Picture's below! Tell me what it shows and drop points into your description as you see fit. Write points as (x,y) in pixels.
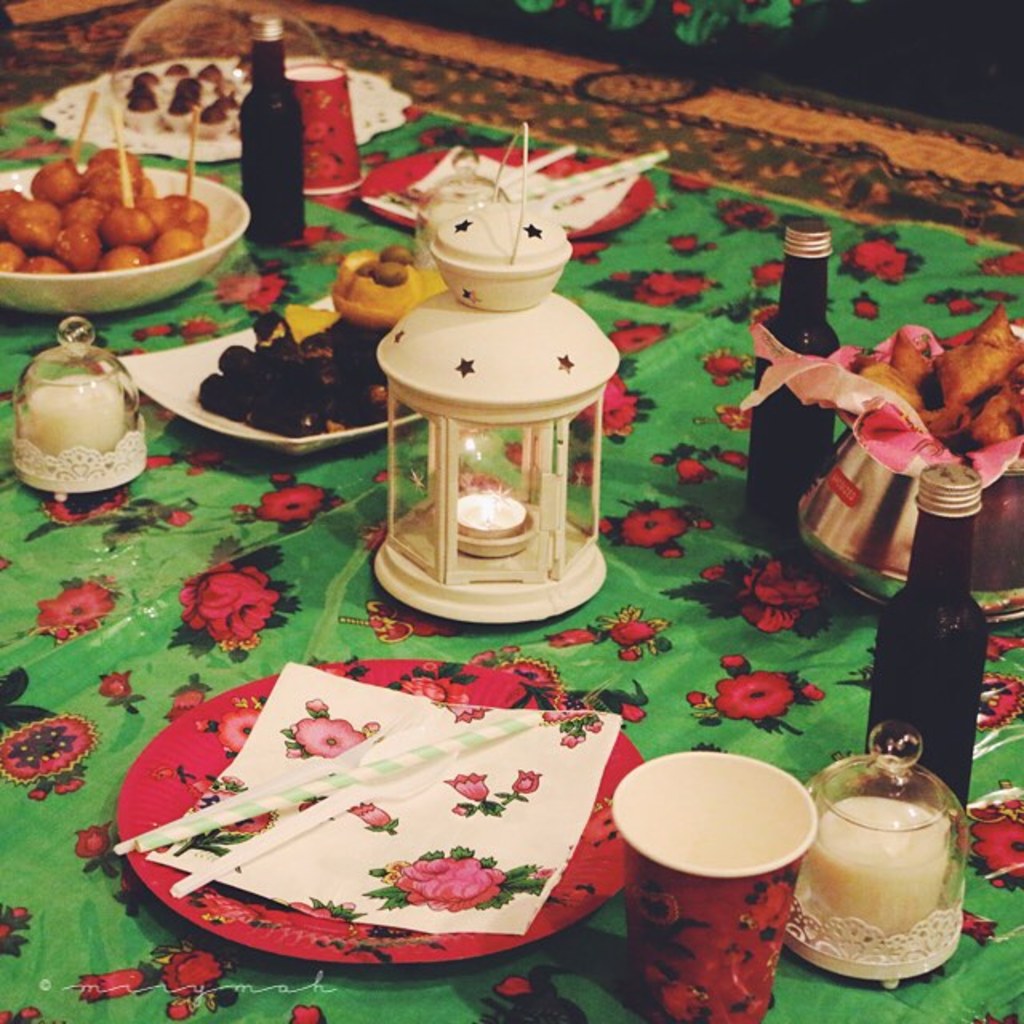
In this image I can see the green colored surface (187,577) and on it I can see few plates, few cups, few bottles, a bowl (20,190) with food item (70,237) in it and few other objects (853,447).
